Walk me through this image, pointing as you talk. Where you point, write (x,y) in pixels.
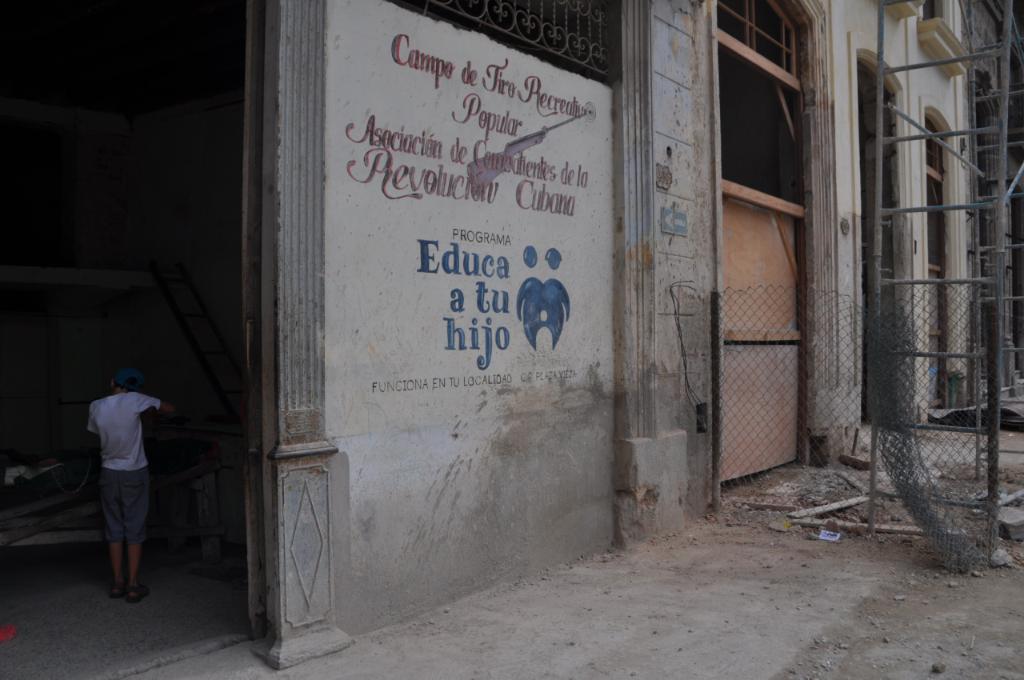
On the left (107,432) there is a man (124,477) who is wearing cap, t-shirt (96,411), shorts (118,489) and sandal (139,588). He is standing near to the ladder (192,328) and table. In the center (480,370) i can see the design (556,332) and quotations (559,192) on the wall (469,360). On the right (948,466) i can see the fencing (907,367), steel ladder (880,260), wooden doors (790,370) and building (837,261).
